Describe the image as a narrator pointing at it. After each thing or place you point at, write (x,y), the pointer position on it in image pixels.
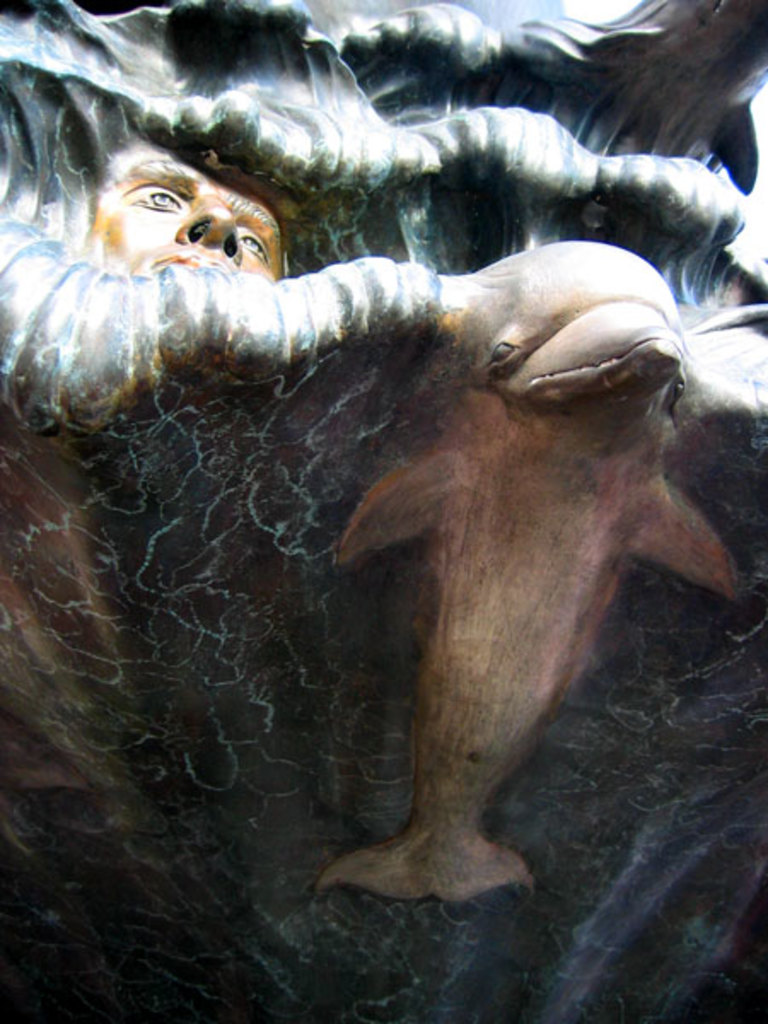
In the image we can see some sculpture (422,169).
